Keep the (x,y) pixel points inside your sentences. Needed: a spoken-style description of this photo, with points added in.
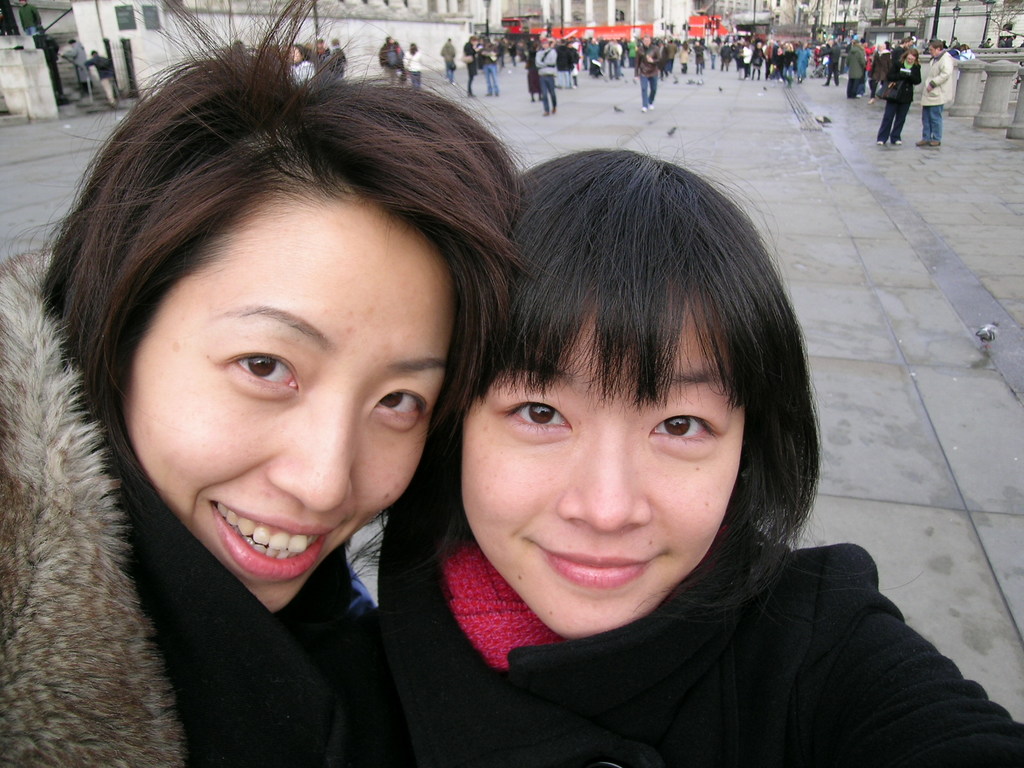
In this image I can see two people (348,643). In the background (547,100) I can see the group of people (571,73) are on the road (580,94). These people (647,85) are wearing the different color dresses (697,66). To the side of the road (636,91) I can see the buildings (762,10), poles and the plants (902,21). To the left (96,89) I can see the railing (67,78) and the stairs (76,90).
